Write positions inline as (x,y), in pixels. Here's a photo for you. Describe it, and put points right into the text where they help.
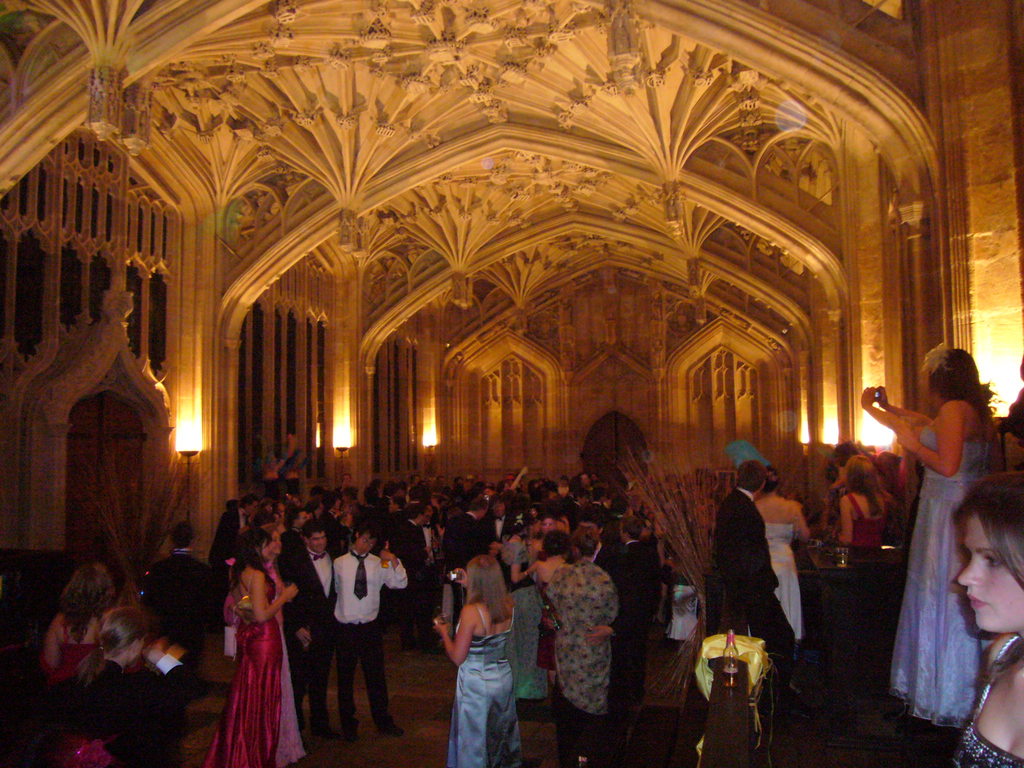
This image is taken from inside, in this image there are so many people (784,673) standing and holding some objects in their hands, there are a few lamps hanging on the wall (831,382). At the top of the image (487,156) there is a ceiling (607,232).
